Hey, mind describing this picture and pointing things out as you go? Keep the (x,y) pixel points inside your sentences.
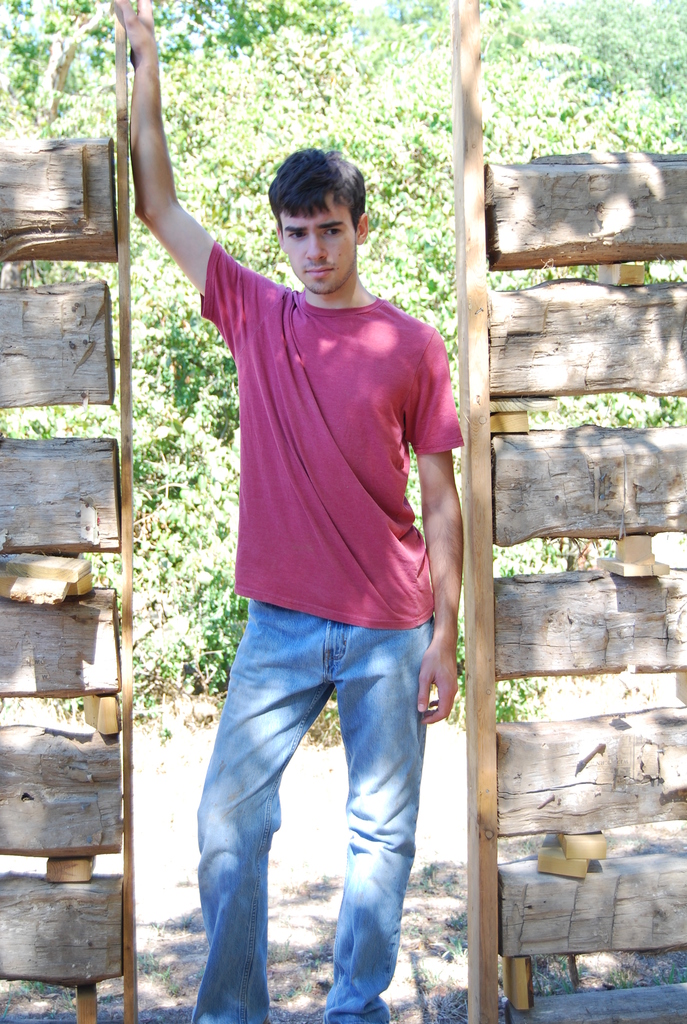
In this image I can see a man (239,581) is standing. I can see he is wearing t shirt (335,473) and blue jeans (268,791). In the background (674,54) I can see number of trees (614,62).
